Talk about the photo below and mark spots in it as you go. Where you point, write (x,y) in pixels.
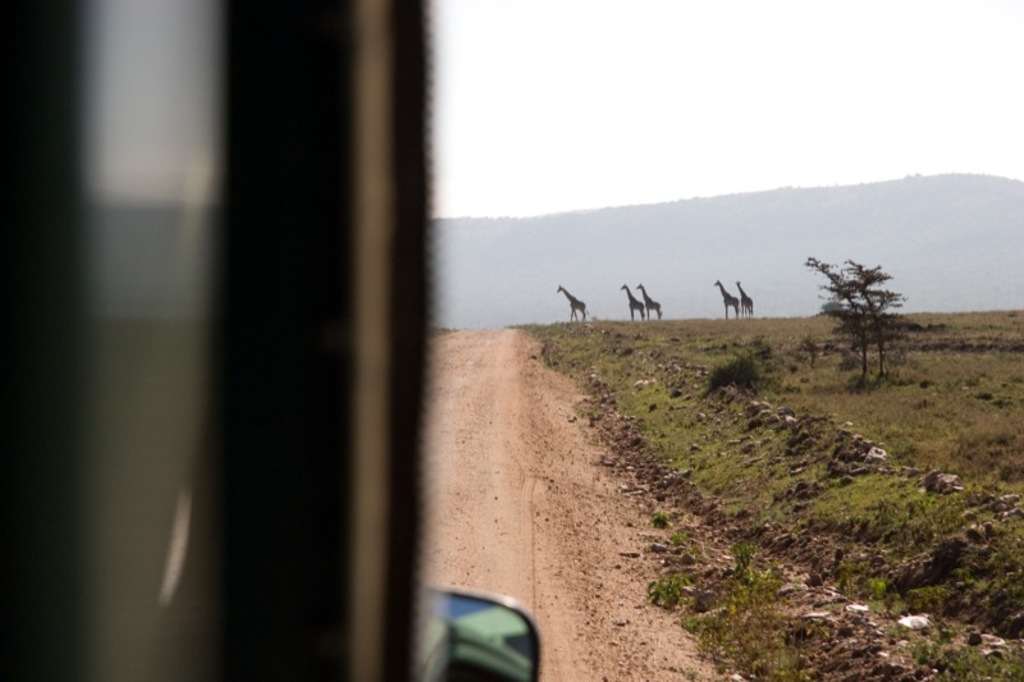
In this image we can see grass (950,532), plants (836,317), ground (492,410), and giraffes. In the background (472,320) we can see mountain (725,204) and sky (732,182). On the left side of the image (95,339) we can see a vehicle (467,613) which is truncated.
